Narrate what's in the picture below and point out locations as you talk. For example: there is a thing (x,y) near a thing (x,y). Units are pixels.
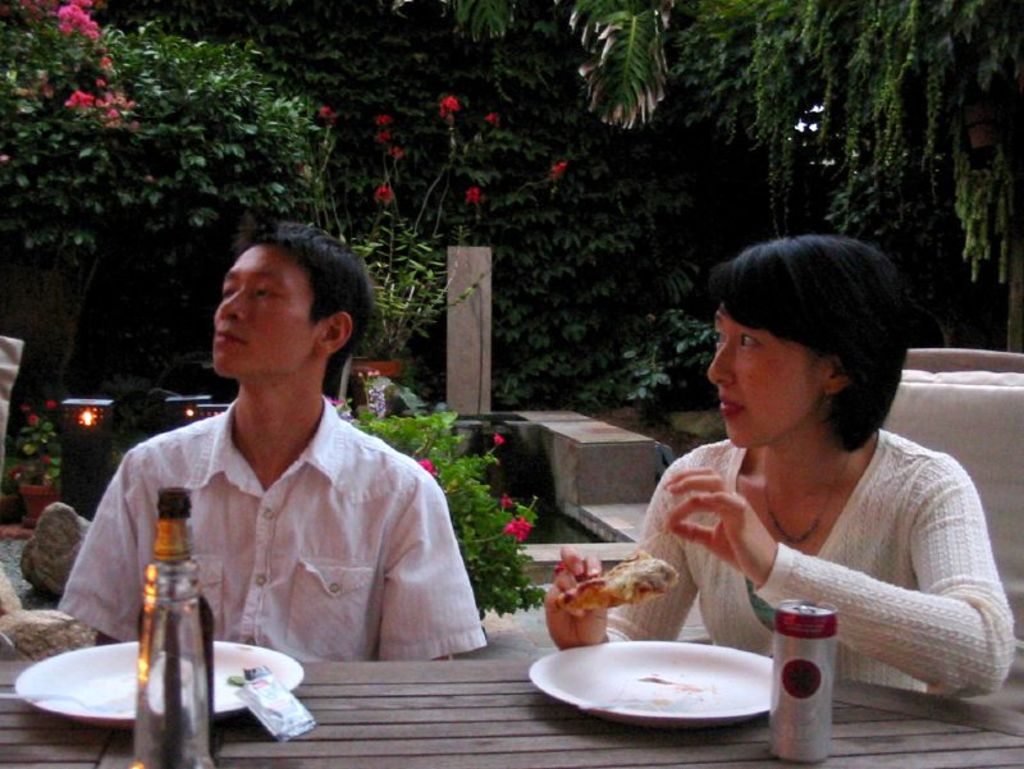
In this image I see a man (331,613) and a woman (678,535) and both of them are sitting in front of a table (1020,762) and I can also see that this woman (647,613) is holding food (634,556) in her hand (550,634) and on the tables (84,747) I see the plates (740,703), a bottle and a can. In the background (480,535) I see the plants (384,298) and the trees (961,26).
